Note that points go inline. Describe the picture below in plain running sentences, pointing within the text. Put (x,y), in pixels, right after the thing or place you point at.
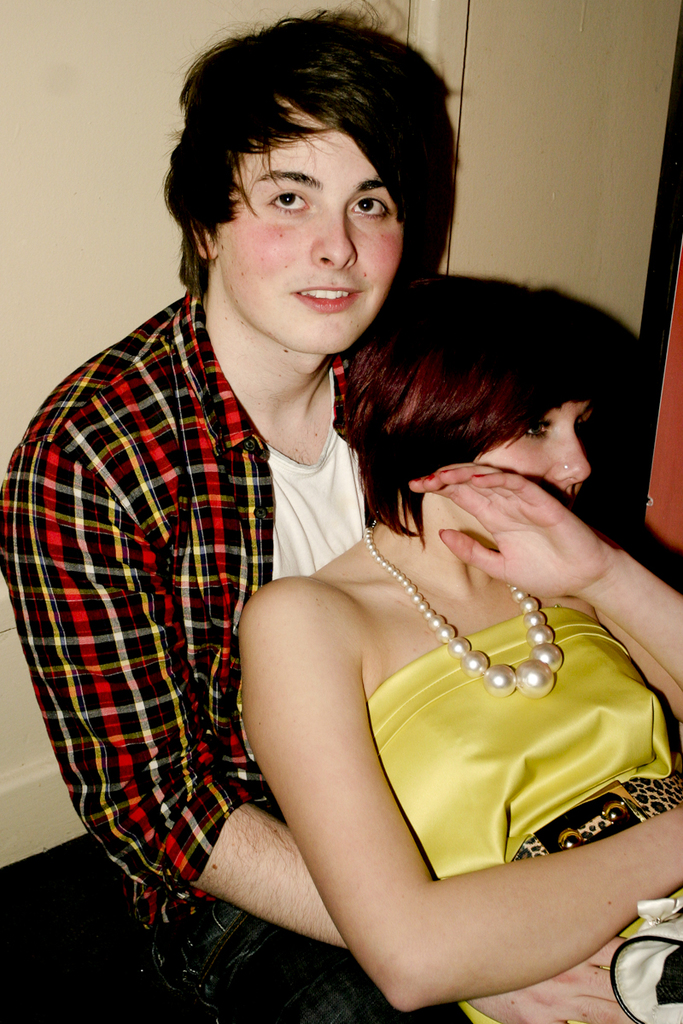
In this picture I can observe two members (164,625). One of them is sitting on the floor (117,886). I can observe a man (238,440) and woman (399,727). Behind them there is a wall (45,211) in the background (524,137).
